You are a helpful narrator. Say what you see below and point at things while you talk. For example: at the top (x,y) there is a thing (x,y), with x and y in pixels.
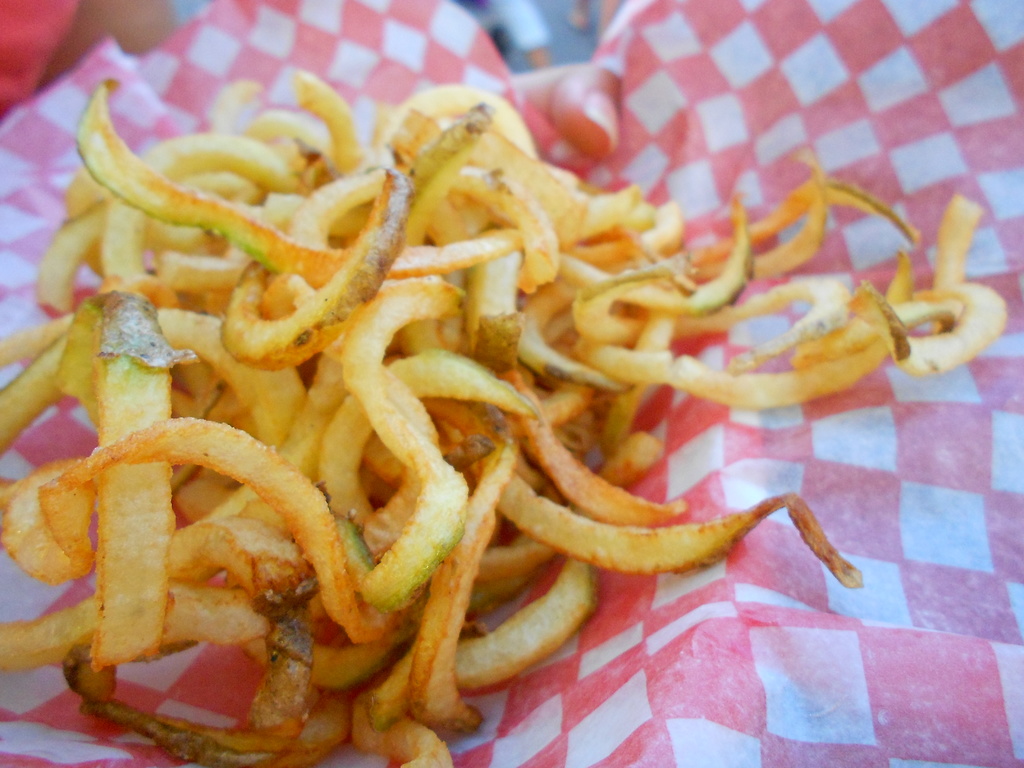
In this image I can see food item (499,468) on a oil paper (688,488). On the paper (696,408) I can see a design (862,454) of squares (869,425) which are pink and white in color.
